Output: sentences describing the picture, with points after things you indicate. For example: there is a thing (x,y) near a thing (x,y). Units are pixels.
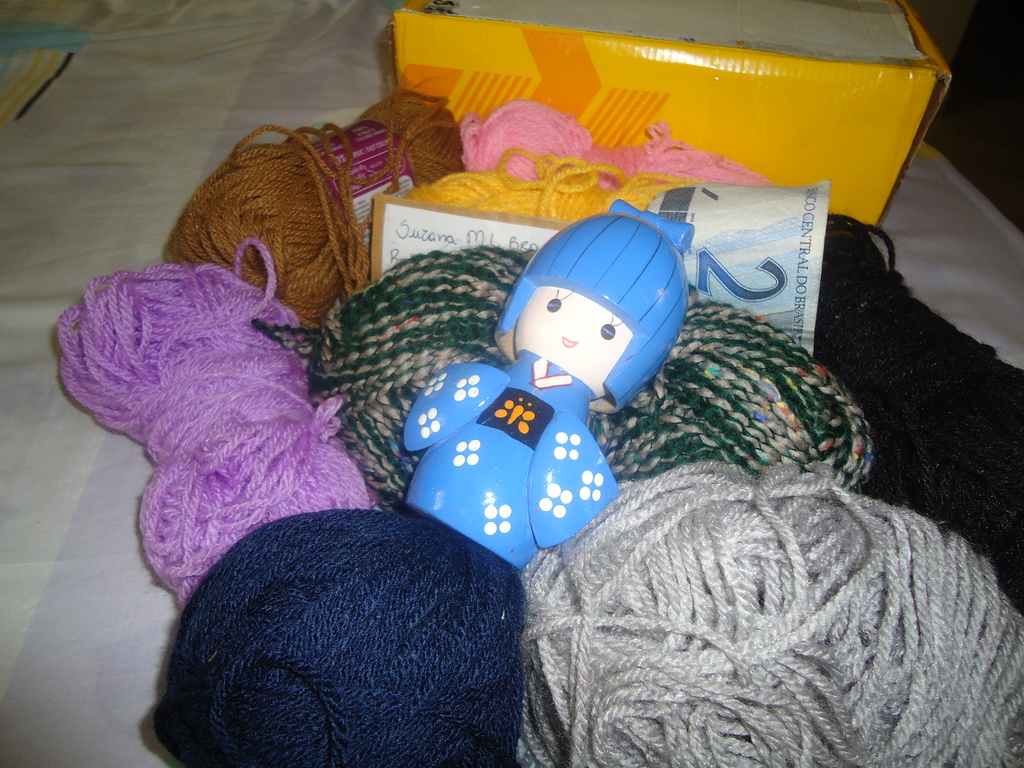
In this image in the center (365,479) there are wool (530,579) and one toy (534,361) and some boxes (716,136), note (763,244) and at the bottom (95,589) there is a bed (58,442).
